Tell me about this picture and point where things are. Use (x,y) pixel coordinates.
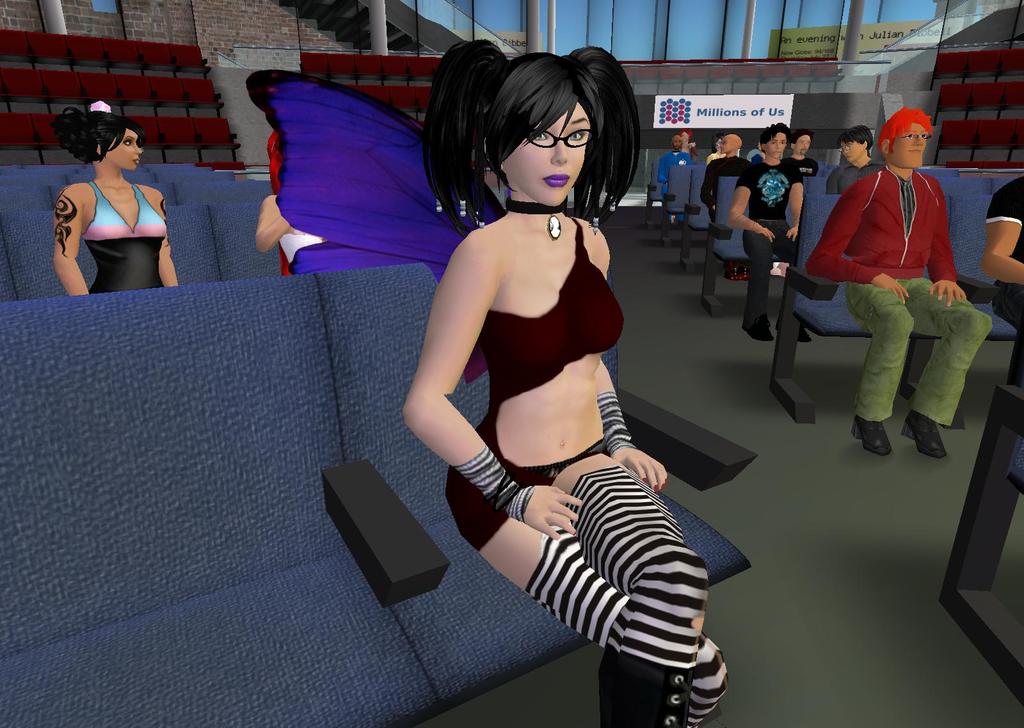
This is an animated picture. In this image, we can see people (947,347) sitting on the seats (220,266). In the bottom right corner (987,486), there is an object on the floor (809,600). In the background (235,62), there are seats (65,56), wall (222,35), pillars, banners (475,35) and glass objects (611,24).
